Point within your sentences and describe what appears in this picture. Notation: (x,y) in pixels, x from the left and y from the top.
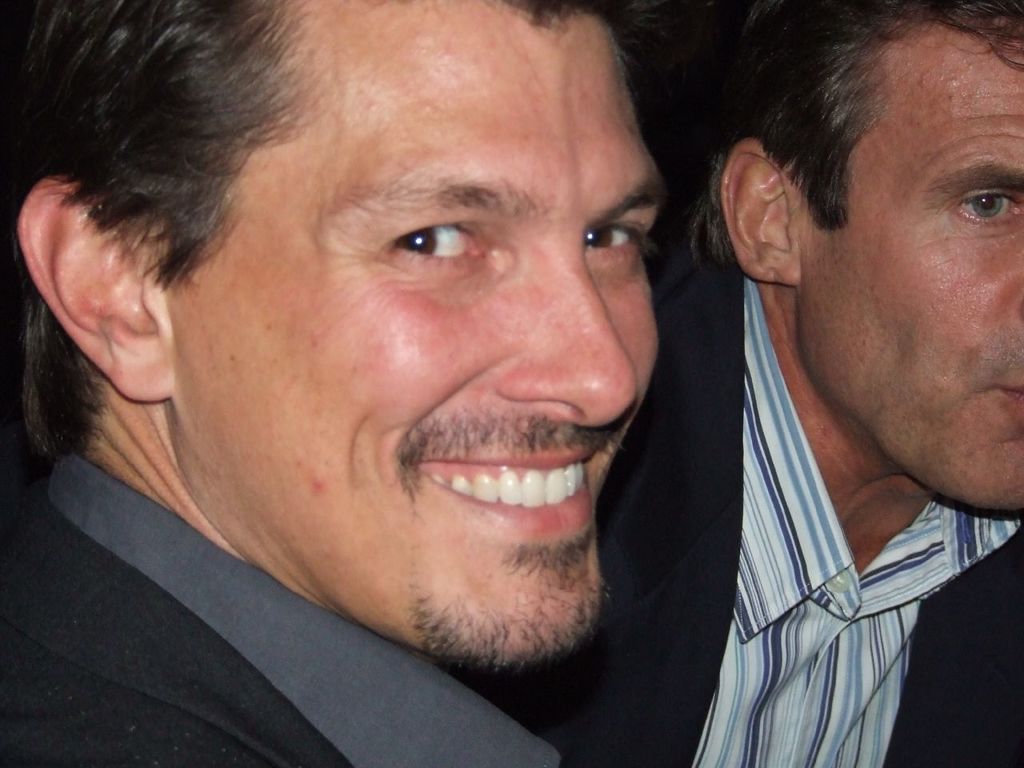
In this image there are two men (651,392), they are wearing suits (626,696), they are wearing shirts (810,615).
